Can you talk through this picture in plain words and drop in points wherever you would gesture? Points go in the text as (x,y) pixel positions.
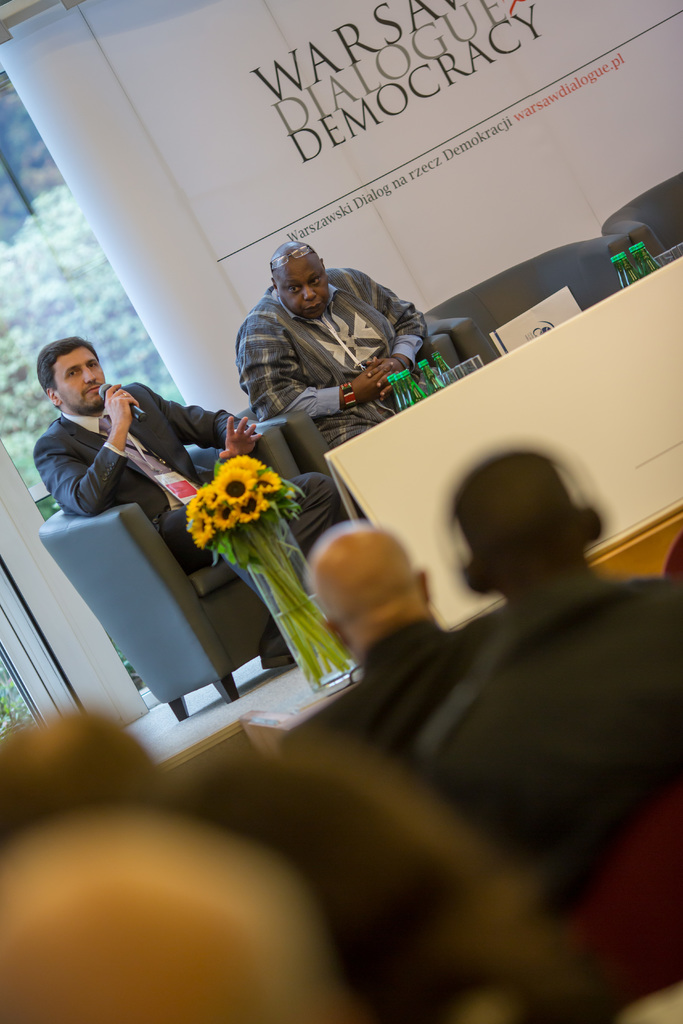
In this picture I can see there are two people (228,446) sitting on the couch (445,335) and there is a table (533,385) in front of them, they are sitting on the dais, there is a flower pot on the floor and there is a banner (303,61) in the backdrop (380,54), there are few bottles (401,386), a card (536,320) and glasses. There is a banner (212,80) in the backdrop (259,45).
